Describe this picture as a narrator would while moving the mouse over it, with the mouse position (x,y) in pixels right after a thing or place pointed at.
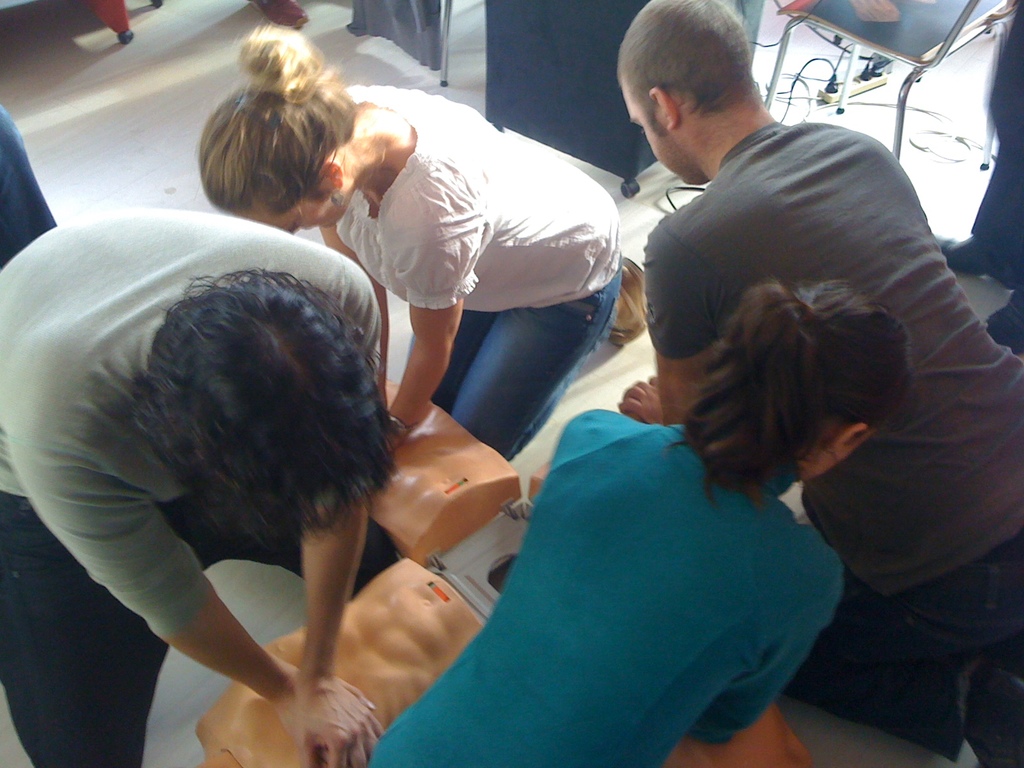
In the picture we can see four people (969,642) are sitting on the knees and pressing an artificial abdomen (238,761) and besides, we can see some wires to the switch board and some chair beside it.
